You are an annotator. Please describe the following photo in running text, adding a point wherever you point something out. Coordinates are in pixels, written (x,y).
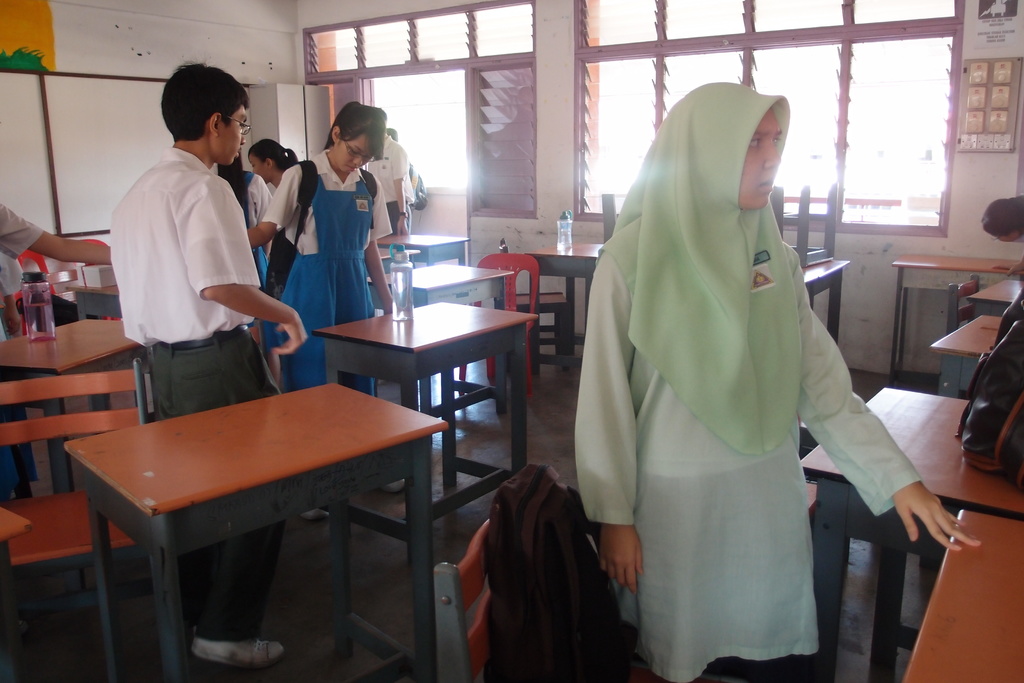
In this picture we can see some people (327,261) standing and in front of them on table (345,353) we have bottles (410,278), books (86,278) and we have bags (517,531) on chairs (459,569) and in background (208,17) we can see wall (149,33), chart (36,37), window (917,73), switch board (977,139).
